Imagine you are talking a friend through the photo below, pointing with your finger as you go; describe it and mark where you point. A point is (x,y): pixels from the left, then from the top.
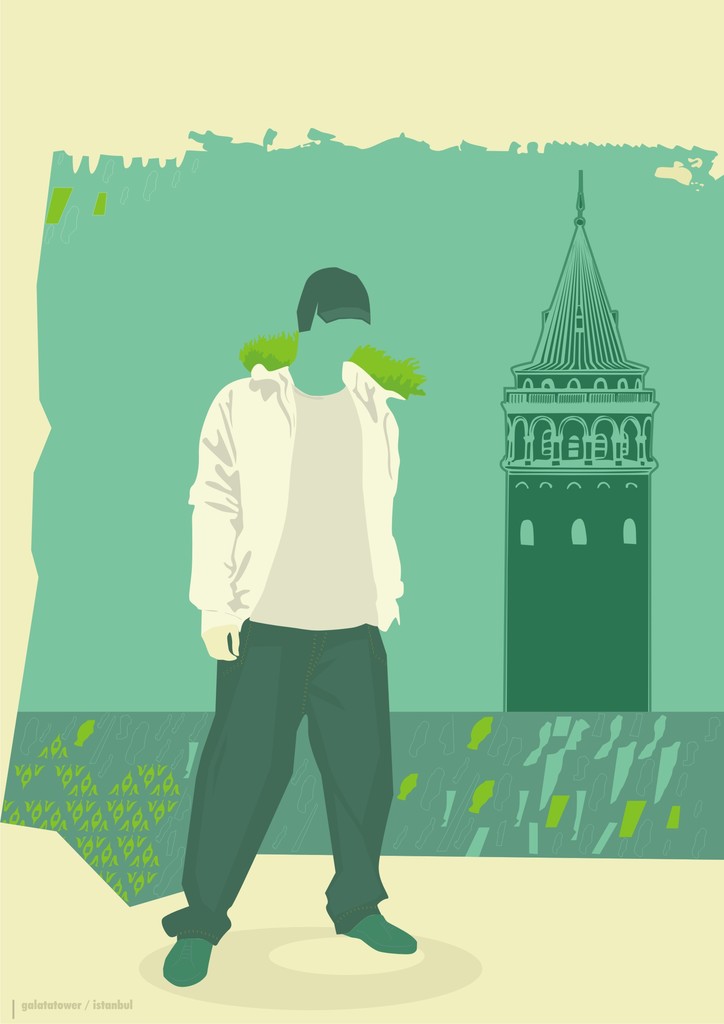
In this picture we can observe a sketch (275,612) of a person (275,641). On the right side (540,439) there is a tower (547,414) which is in green color. The person (281,460) is wearing white and green color dress (306,556). In the background (304,155) we can observe cream and green colors.
